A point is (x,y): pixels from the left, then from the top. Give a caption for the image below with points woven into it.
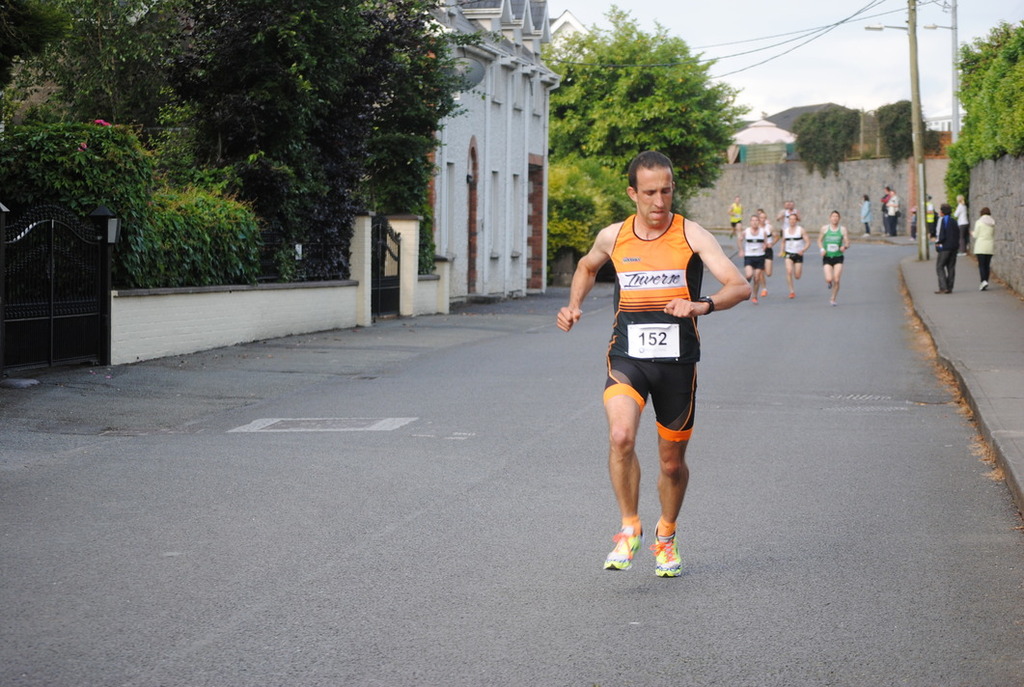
In the image in the center (646,305) we can see few peoples (736,299) were running on the road (602,316) and they were in different color t shirts (694,275). In the background (651,139) we can see sky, buildings (523,148), wall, gate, fence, trees (366,70), road (742,313) and few people (865,235) standing.
